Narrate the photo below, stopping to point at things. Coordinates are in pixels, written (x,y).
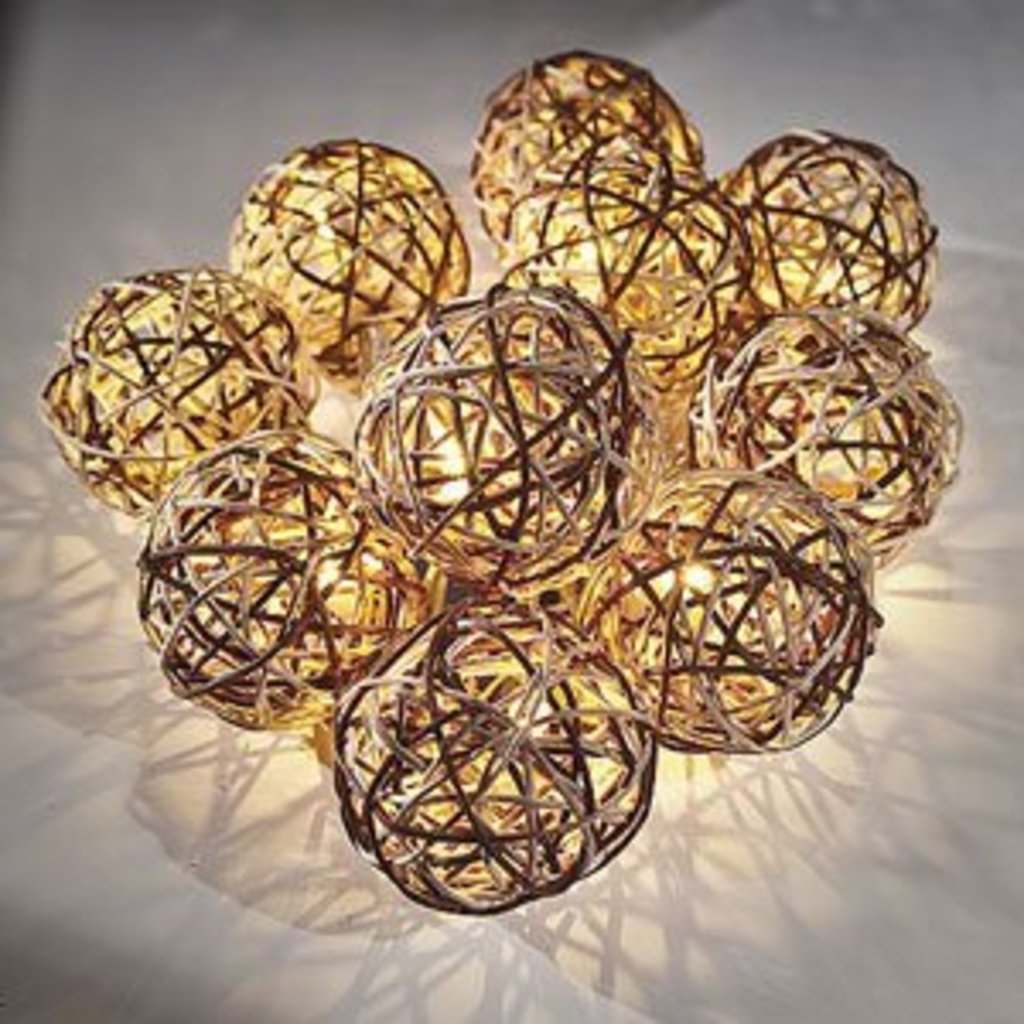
In this image we can see decorative balls (700,428). There is a white background (350,24).
